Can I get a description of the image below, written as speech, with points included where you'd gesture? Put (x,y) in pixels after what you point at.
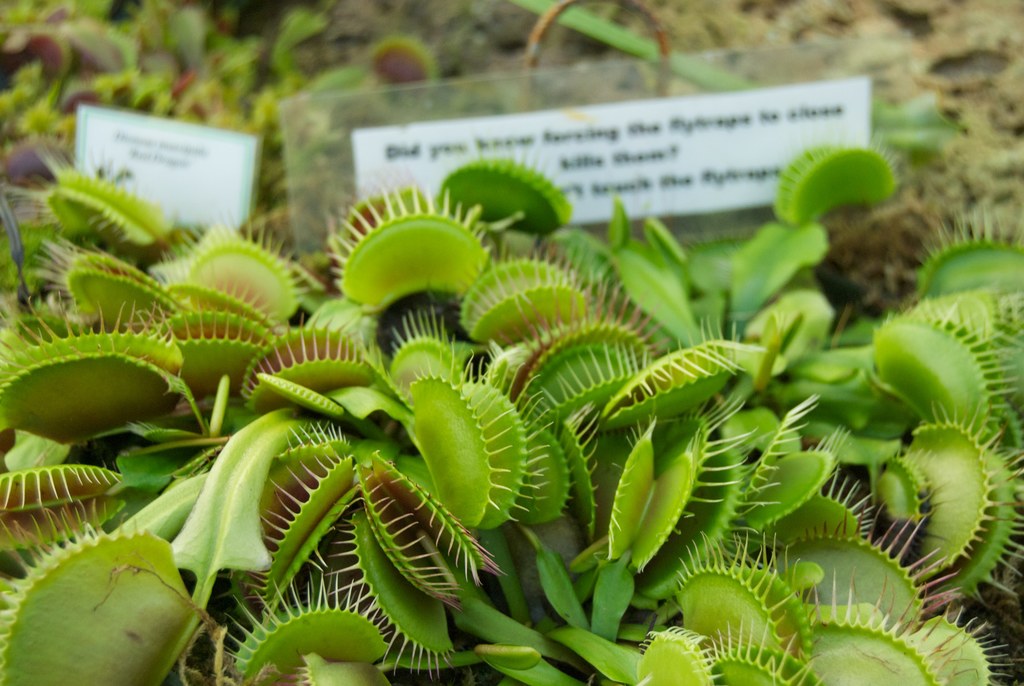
In this image we can see the plants (476,429). We can also see the text boards (616,173).
